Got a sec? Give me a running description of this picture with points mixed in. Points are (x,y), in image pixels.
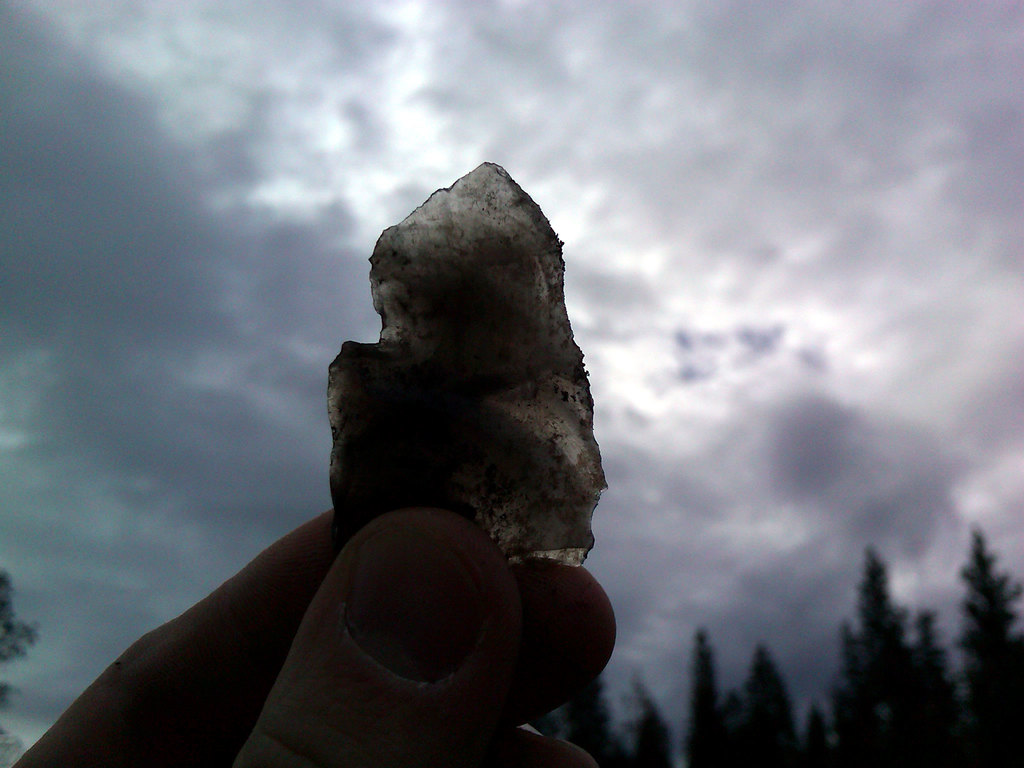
In the center of the image (421,342) we can see a person's hand (439,544) and holding an object (455,467). At the bottom of the image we can see the trees (977,734). In the background of the image (278,345) we can see the clouds (603,216) in the sky (314,140).
